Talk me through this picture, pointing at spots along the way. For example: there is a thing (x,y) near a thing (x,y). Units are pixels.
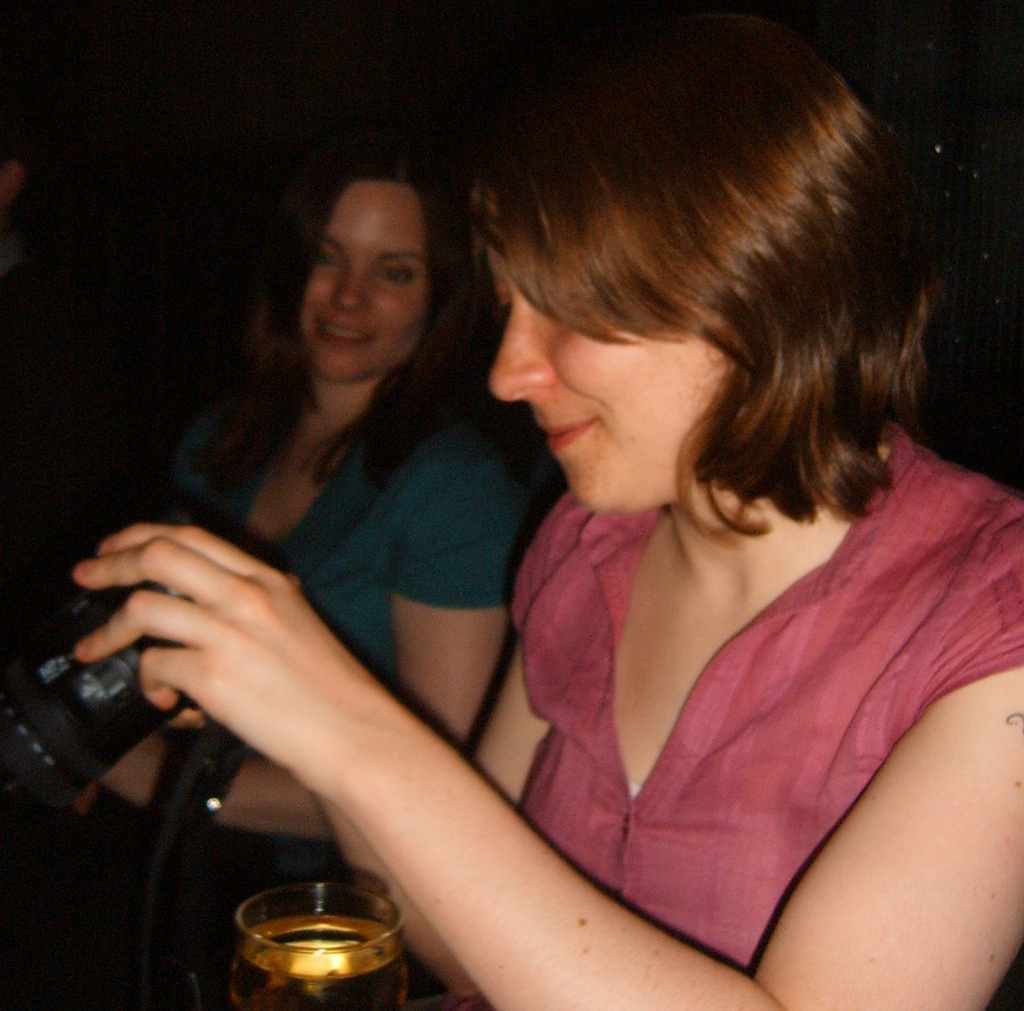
In this image we can see two people (690,328), a camera (11,749) and wine glass (257,915).
